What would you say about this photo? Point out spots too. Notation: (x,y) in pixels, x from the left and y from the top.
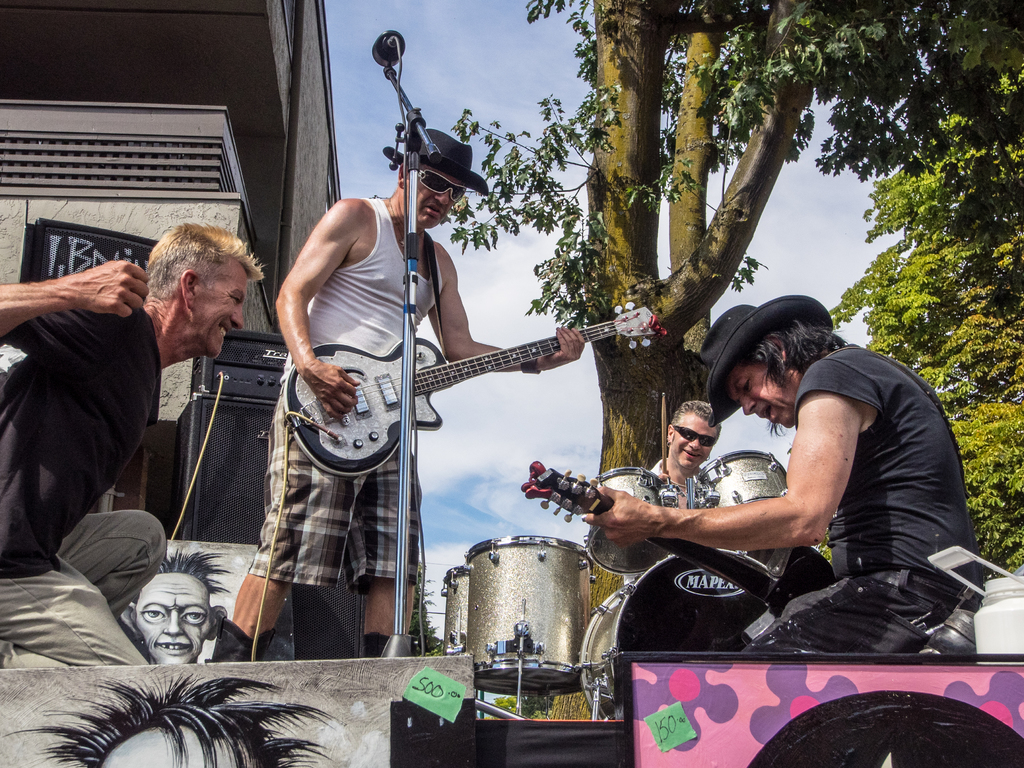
In this picture we can see group of musicians (381,296), in the middle of the image (396,378) a man (378,310) is playing guitar (395,361) in front of microphone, next to him another man (682,450) is playing drums (490,557), in the right side of the given image a man (846,531) is playing guitar (595,484), in front of them we can find couple of arts (161,683), and also we can find couple of trees (617,127), buildings (264,149), speakers (247,361) in the background (235,447).
